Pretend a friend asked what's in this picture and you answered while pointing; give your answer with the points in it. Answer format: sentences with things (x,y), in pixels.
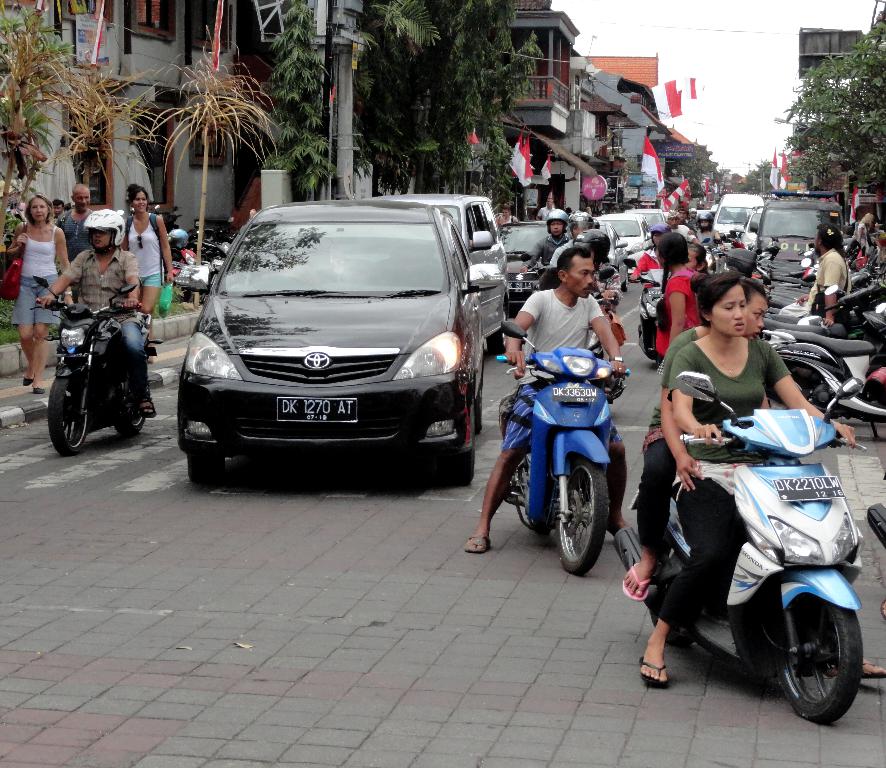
In this image we can see people (684,309) are riding bikes (509,329) on the road (92,730). Here we can see cars (275,208), bikes (68,402), people (158,263), plants (10,22), trees (862,111), buildings (148,84), flags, and boards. In the background (720,106) there is sky (738,111).
